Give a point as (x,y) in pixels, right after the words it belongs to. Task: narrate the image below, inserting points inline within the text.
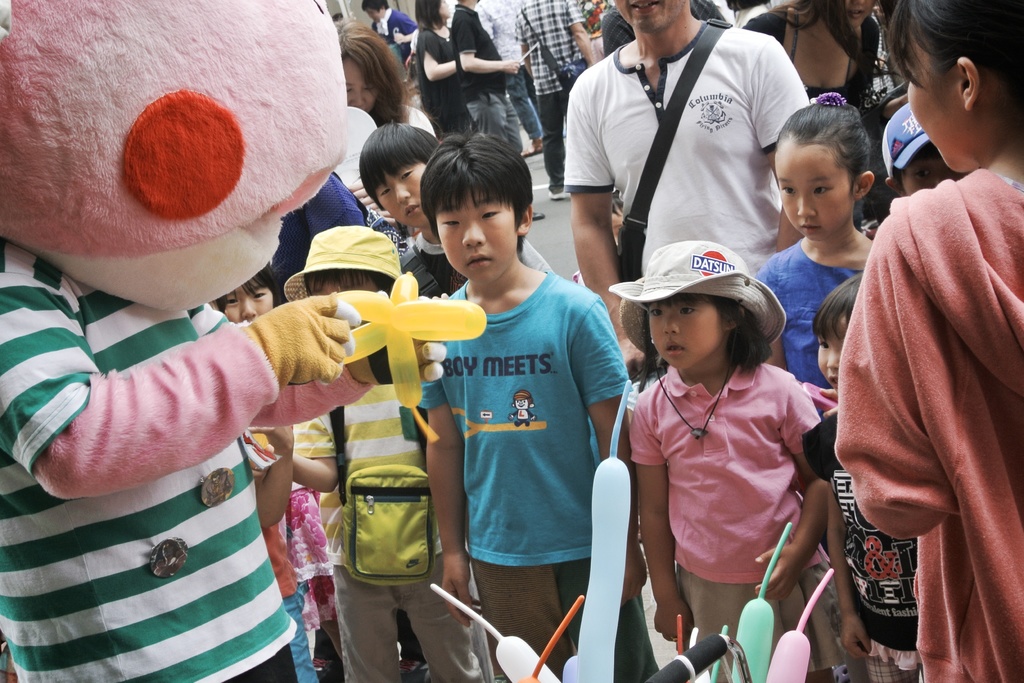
In this picture we can see many kids (484,289) and people (695,190) watching a toy (401,288) in the hand (349,310) of a person (189,319) wearing a cartoon costume (241,399).
